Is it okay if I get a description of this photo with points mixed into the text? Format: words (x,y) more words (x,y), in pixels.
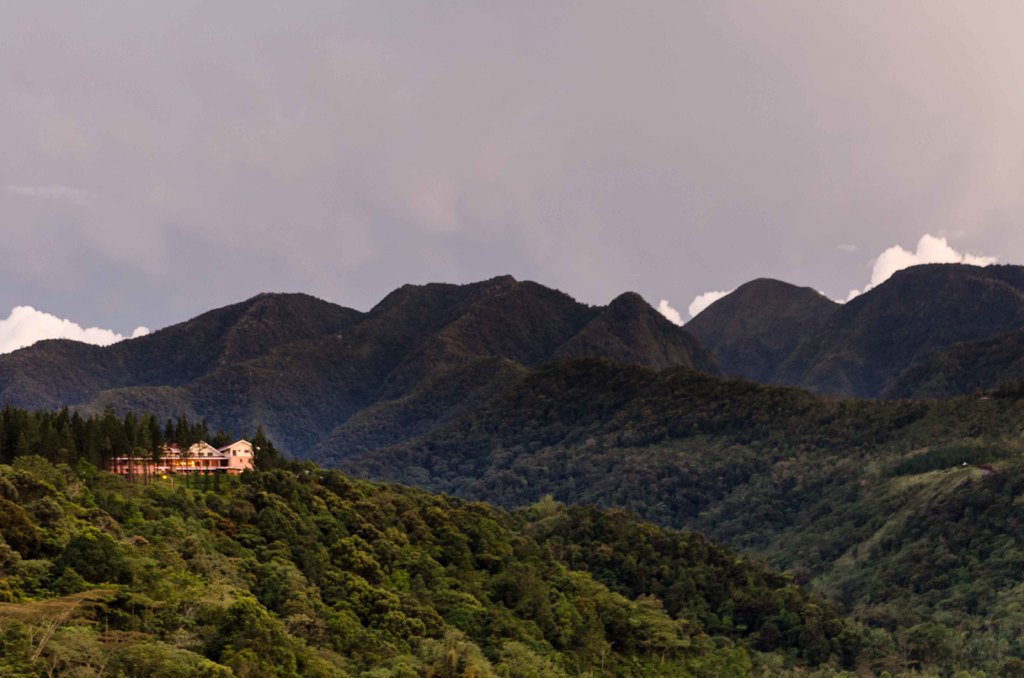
This image is taken outdoors. At the top of the image (199,179) there is a sky (220,129) with clouds (963,176). At the bottom of the image (341,613) there are many trees (706,552) and plants (197,477). On the left side of the image (187,470) there is a building (155,467). In the middle of the image (382,346) there are a few hills (220,360) covered with trees (631,335) and plants (929,313).
